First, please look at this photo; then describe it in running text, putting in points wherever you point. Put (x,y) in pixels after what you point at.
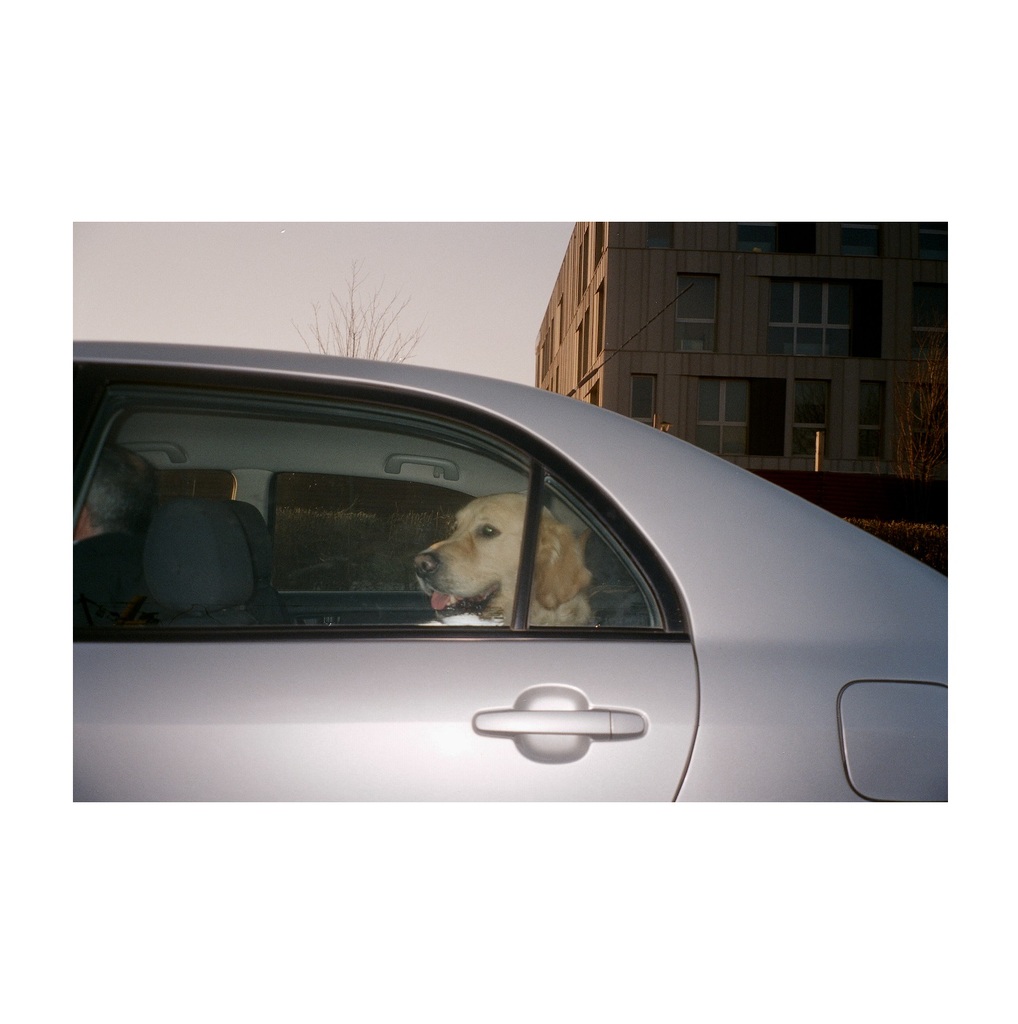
In this image we can see a car window (596,510) and a dog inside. In the background (619,386) we can see a building (849,284).
